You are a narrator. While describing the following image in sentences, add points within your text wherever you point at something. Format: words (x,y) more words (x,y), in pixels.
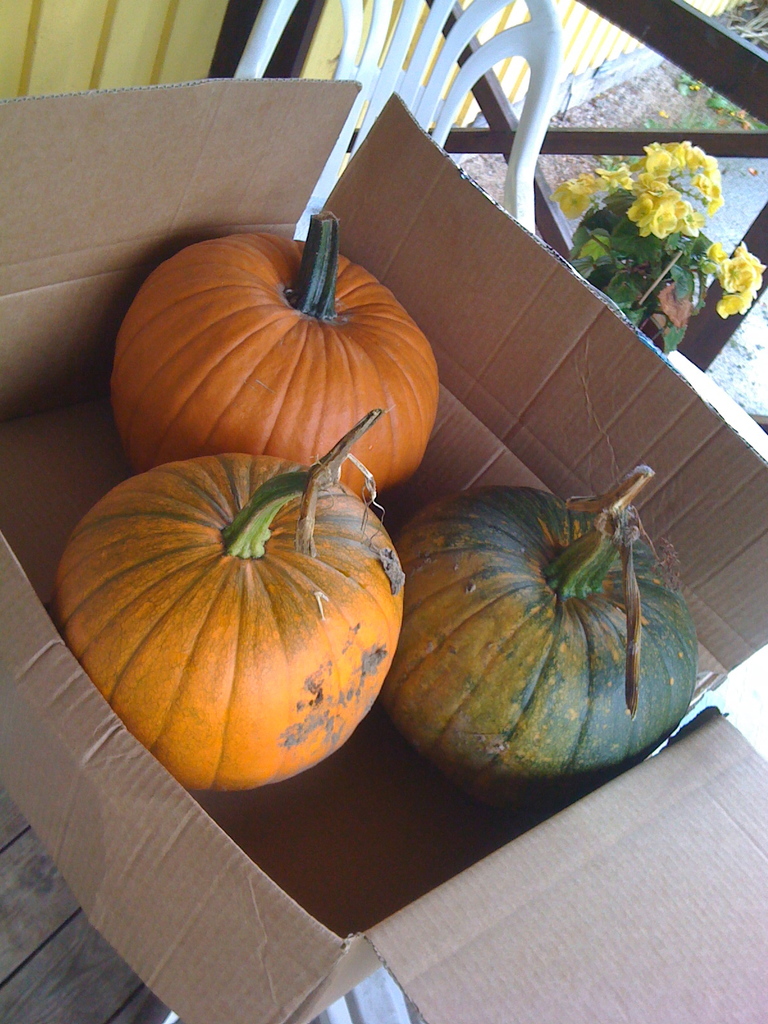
In this image we can see a box (176,830) with pumpkins (284,548) in it on the table (48,891). In the background of the image (291,7) there is a chair (517,32). There is a flower plant (624,220). There is wall (34,52). There is a wooden grill (723,93).
